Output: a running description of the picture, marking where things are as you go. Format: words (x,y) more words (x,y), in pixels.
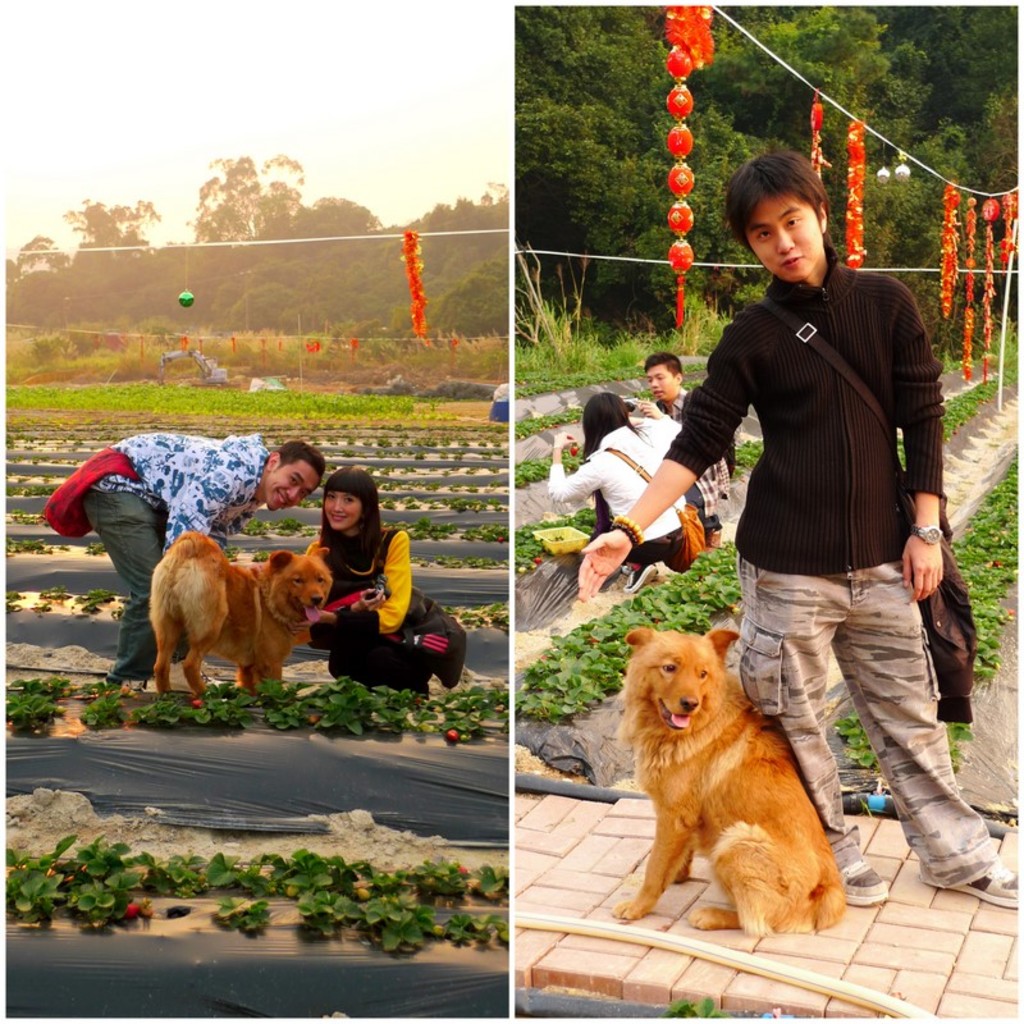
This picture describes about collage of images, in this we can find group of people (261,501), dogs (674,761), few plants (624,642), trees (638,219) and paper lanterns (850,269).
